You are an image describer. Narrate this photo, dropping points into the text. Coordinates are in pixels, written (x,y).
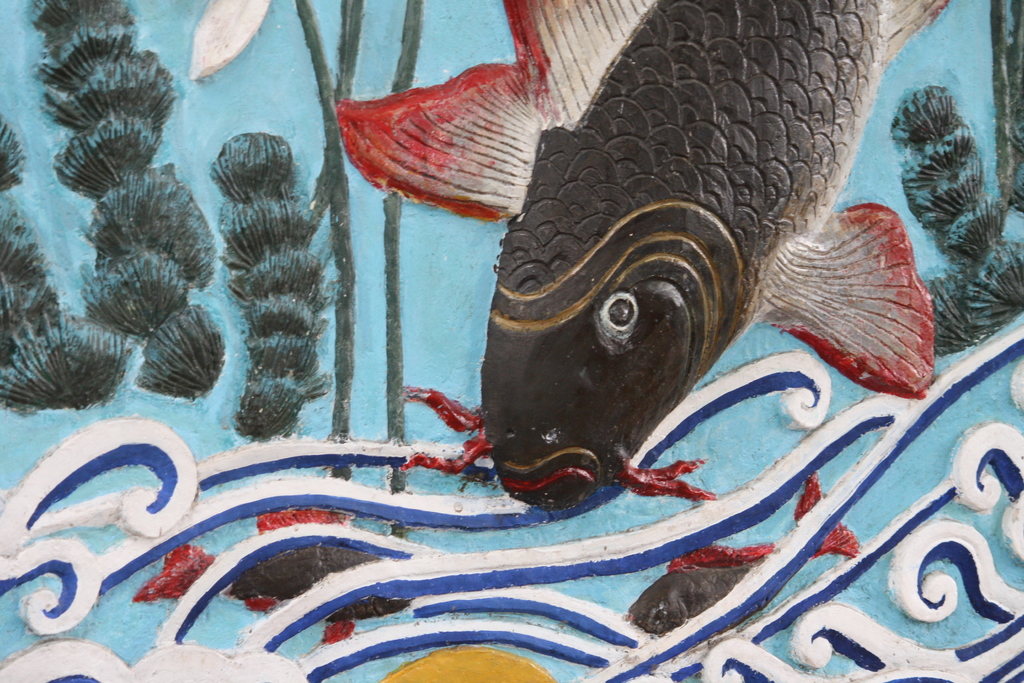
In this picture we can see painting (880,263) on the wall (872,610) and there are fishes (700,232).
